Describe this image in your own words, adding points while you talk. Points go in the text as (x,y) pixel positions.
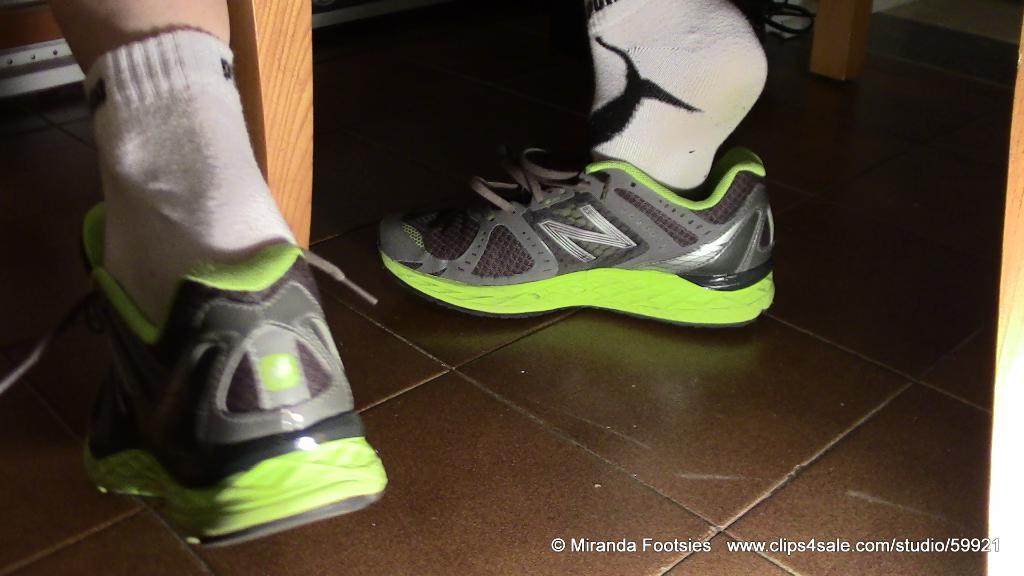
In the image we can see a human leg (109,9), these are the socks (637,30), shoes (456,230), floor (663,349), wooden object (250,16) and a watermark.
